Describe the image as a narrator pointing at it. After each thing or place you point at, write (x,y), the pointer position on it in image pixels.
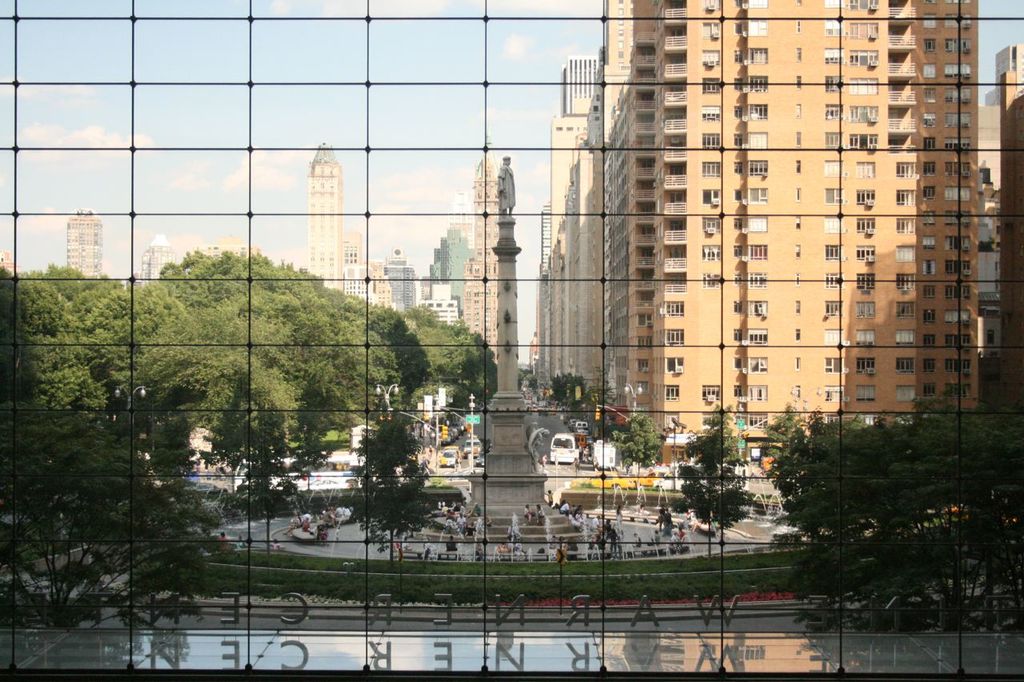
In this image in front (226,17) there is a metal fence (722,593). Behind the metal fence (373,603) there are letters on the platform (375,646). In the center of the image (492,422) there is a statue (524,426). There are people (683,550) sitting on the benches (633,550). There are fountains (513,522). There are vehicles (574,430) on the road (562,427). There are trees (851,495). In the background of the image (414,240) there are buildings (713,225) and sky (299,25).
